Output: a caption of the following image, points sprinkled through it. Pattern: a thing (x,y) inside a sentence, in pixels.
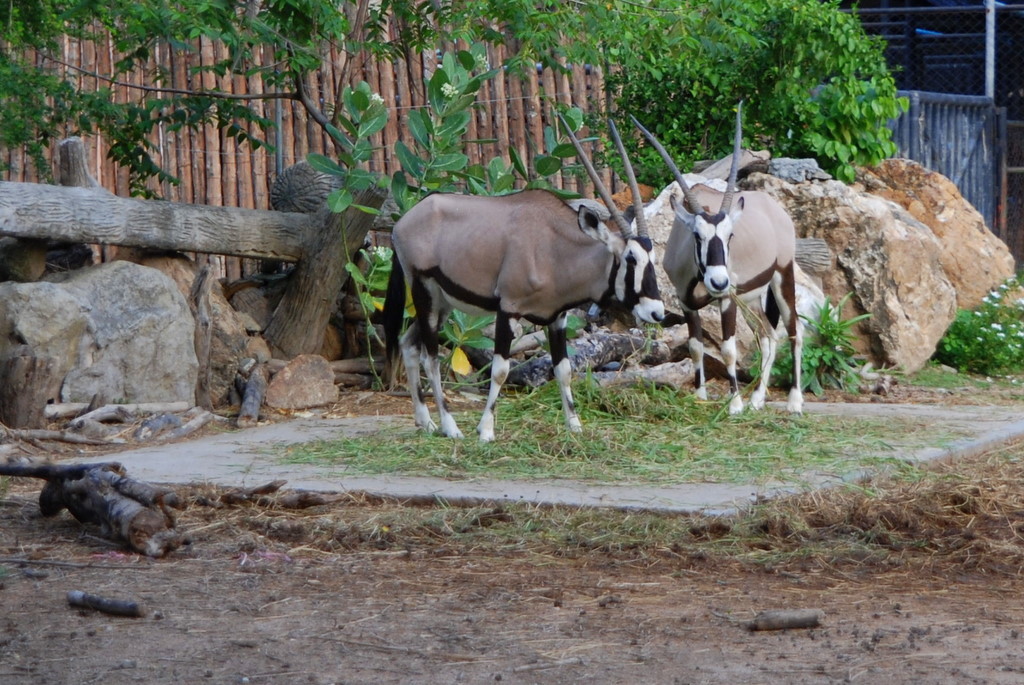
In this picture I can see couple of gemsbok (432,419) and I can see trees (858,87), few rocks (215,304) and a tree bark (143,491) and few sticks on the ground (399,647) and I can see grass (629,442) and few plants (989,370) with flowers (980,319).
